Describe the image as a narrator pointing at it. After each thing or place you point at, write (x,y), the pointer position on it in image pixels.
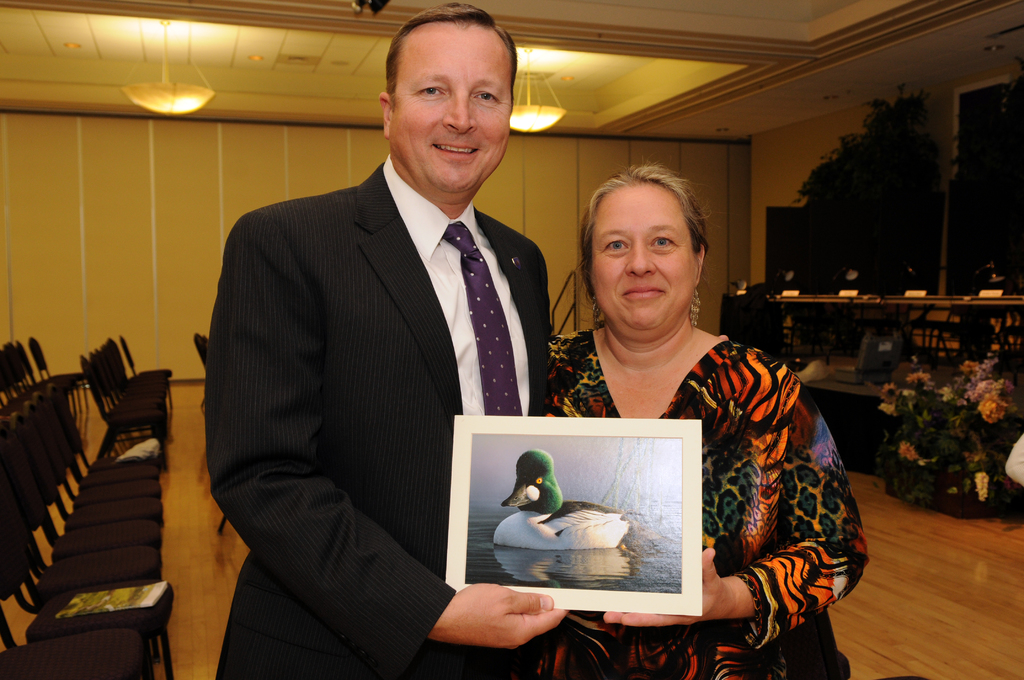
In the image there is a man (368,370) and a lady (606,386). They both are standing. They are holding a frame (577,458) in their hands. On the frame (515,483) there is an image (579,541) of a duck (565,541) in the water (597,553). On the left side of the image (34,471) there are chairs (134,438). And on the right side of the image (875,304) there is a table (997,300) with lamps (995,268) and name boards (790,292). In front of the table (803,297) there is a bouquet (978,430) with flowers (996,398) and leaves (993,470). At the top of the image (196,42) there is a ceiling (654,107) with lights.
